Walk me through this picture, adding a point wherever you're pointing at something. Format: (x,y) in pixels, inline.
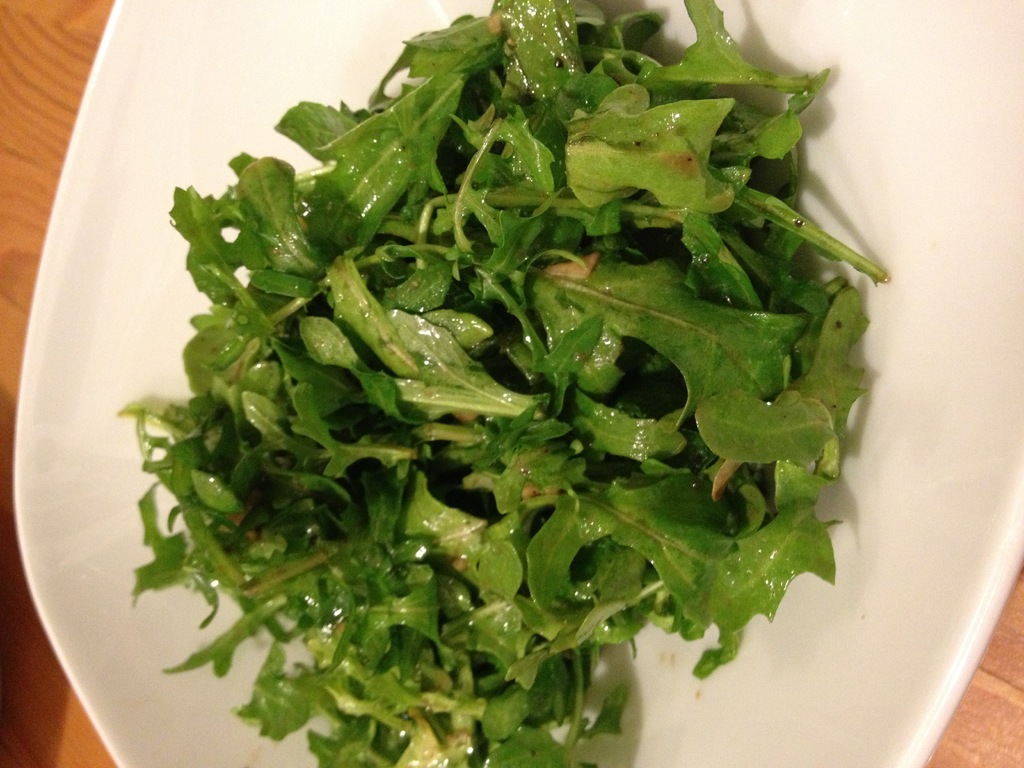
Here in this picture we can see spring greens (456,359) present on a plate (911,323), which is present on a table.
